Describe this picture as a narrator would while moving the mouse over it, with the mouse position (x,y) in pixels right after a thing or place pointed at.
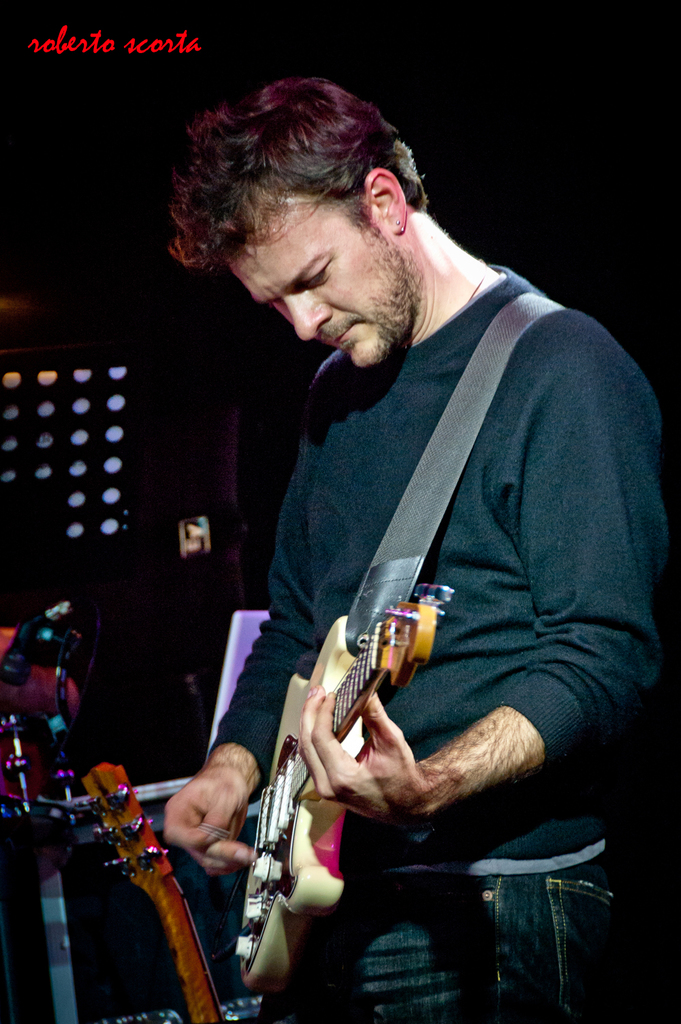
The image consists of a man (505,605) who is playing guitar (315,808), there are also few instruments (141,811) beside him, in the background (132,450) there is a black color wall (119,347) and also few lights (110,498).
